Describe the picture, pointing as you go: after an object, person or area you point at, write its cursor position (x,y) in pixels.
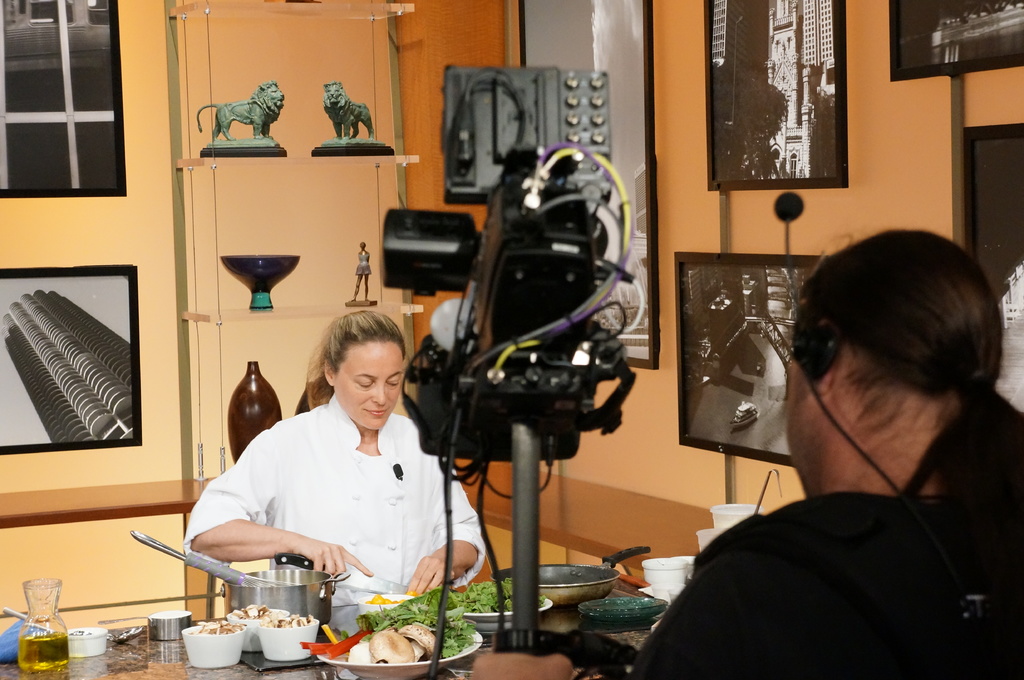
In this image we can see people (336,557). Here we can see a table (78,678). On the table (96,667) we can see bowls (292,654), plates (488,613), jar (54,630), pan (310,573), food items (369,601), and few objects (766,484). In the background (329,259) we can see wall (345,293), frames (753,102), and decorative objects (267,151).
